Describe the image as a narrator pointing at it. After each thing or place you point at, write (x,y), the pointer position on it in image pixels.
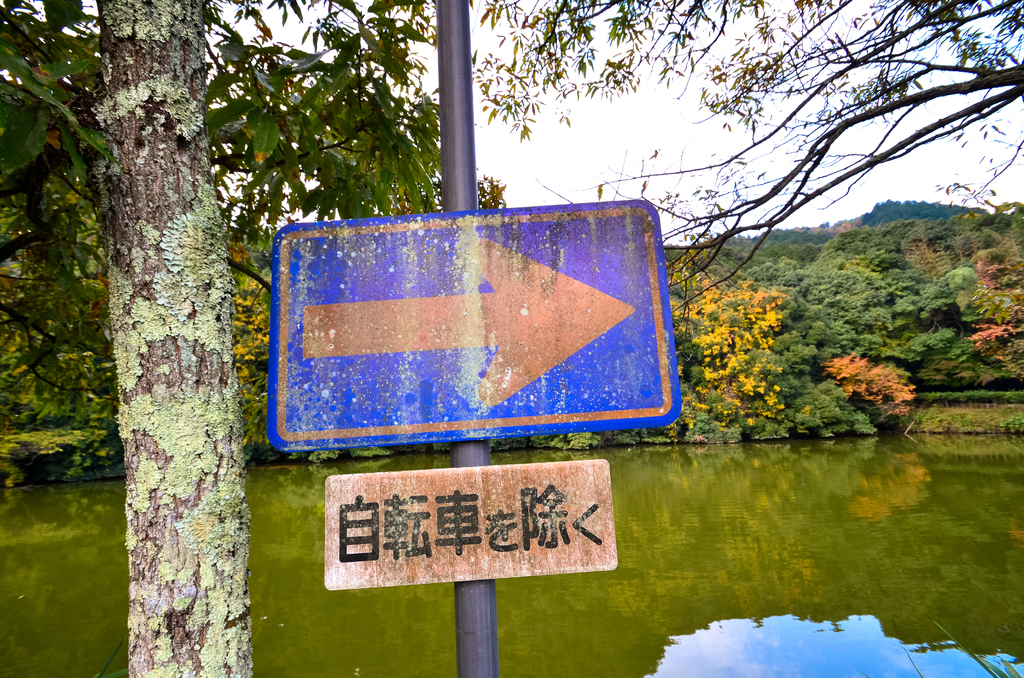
In this image we can see a signboard (544,297) to a pole (489,582) with some text (347,538) on it. We can also see a water body (823,603), the bark (213,327) of a tree (242,434), a group of trees (737,383), some flowers (767,360) and the sky (696,150) which looks cloudy.
